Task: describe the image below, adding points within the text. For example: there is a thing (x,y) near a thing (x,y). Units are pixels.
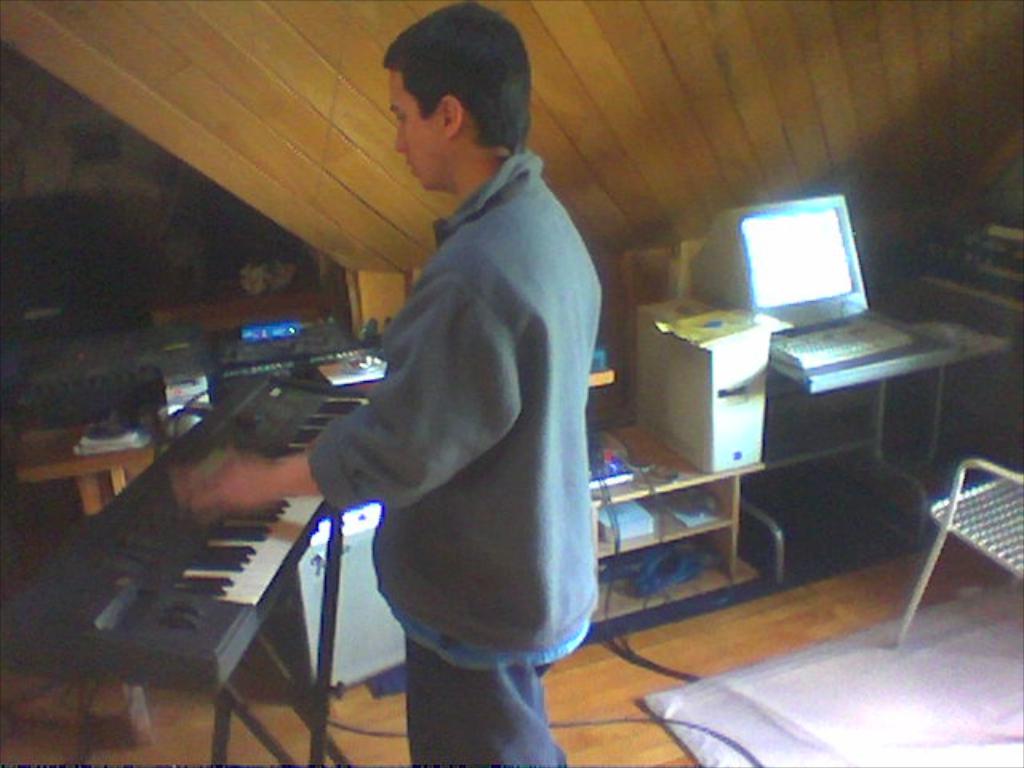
In this picture there is a man (380,572) standing and playing a piano keyboard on the stand (318,701) and we can see chair (957,525) and mat (771,696) on the floor (593,733). We can see monitor (795,267), keyboard (888,347), CPU (675,399), devices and objects (678,558) on the tables (904,349). In the background of the image (155,222) it is blurry.
